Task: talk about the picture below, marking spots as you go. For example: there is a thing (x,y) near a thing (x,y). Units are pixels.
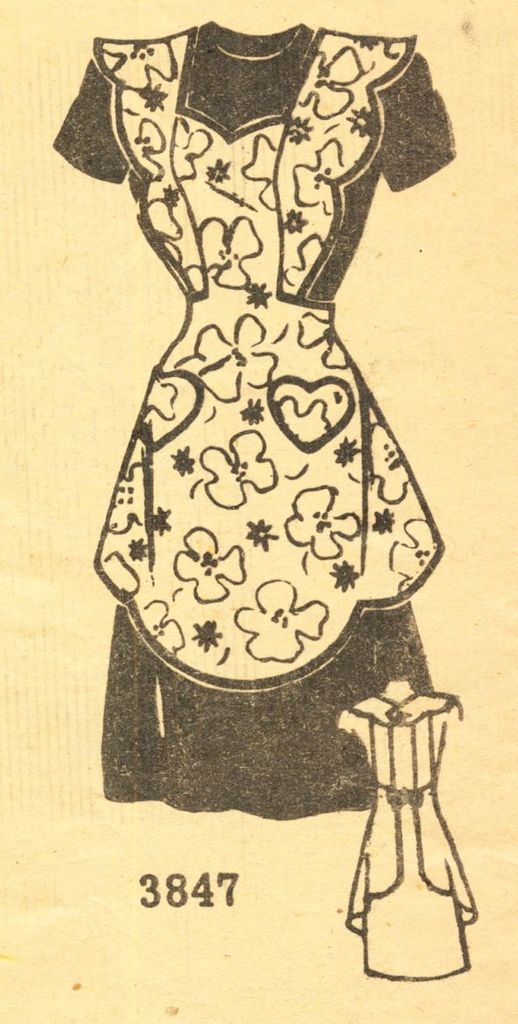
In this image we can see a picture of a dress (213,600). We can also see a number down to it.
